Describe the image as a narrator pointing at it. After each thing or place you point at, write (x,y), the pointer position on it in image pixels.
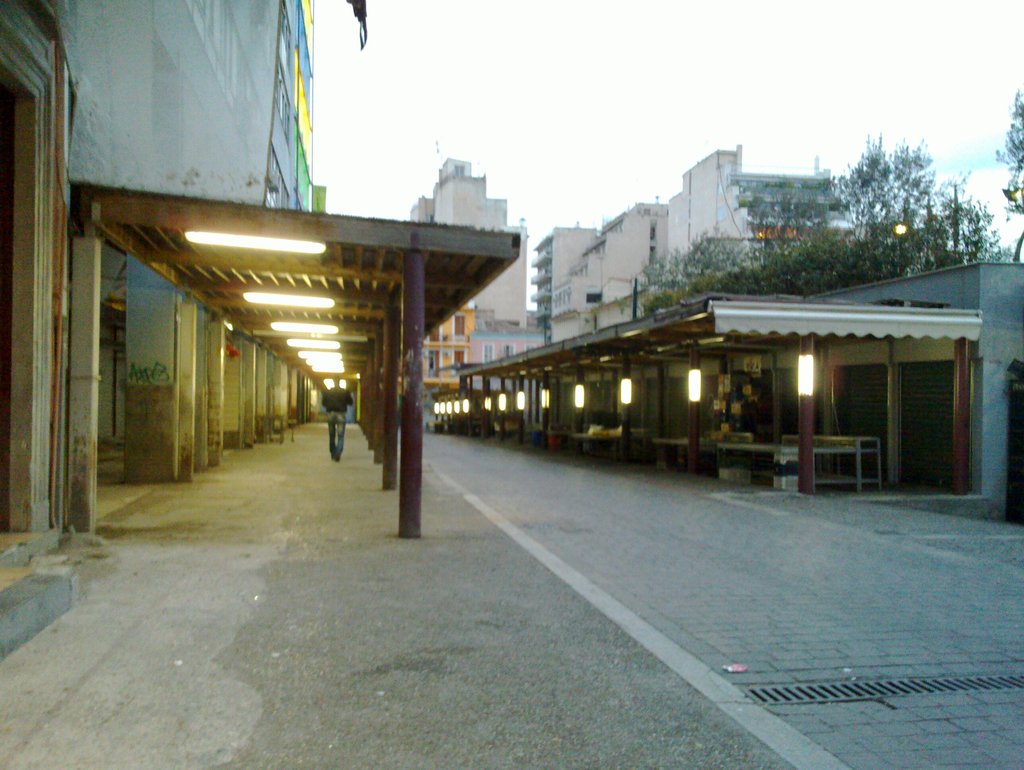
In the picture we can see a street (901,765) in that we can see a path (523,684) to it there is a shed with lights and a person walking on the path (510,688), and in the opposite direction also we can see a shed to the house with lights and in the background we can see some buildings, trees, and sky (715,34).
